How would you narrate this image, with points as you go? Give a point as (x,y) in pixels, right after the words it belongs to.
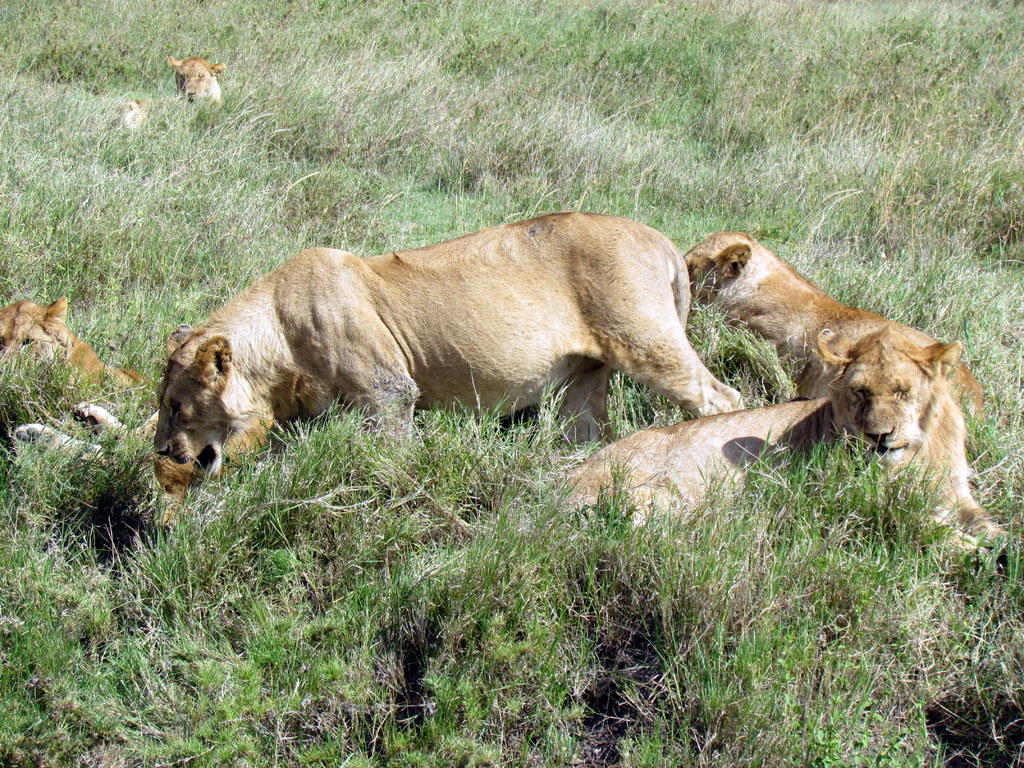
In this image we can see group of lions (251,375) on the ground (114,443), there is the grass (114,443).
